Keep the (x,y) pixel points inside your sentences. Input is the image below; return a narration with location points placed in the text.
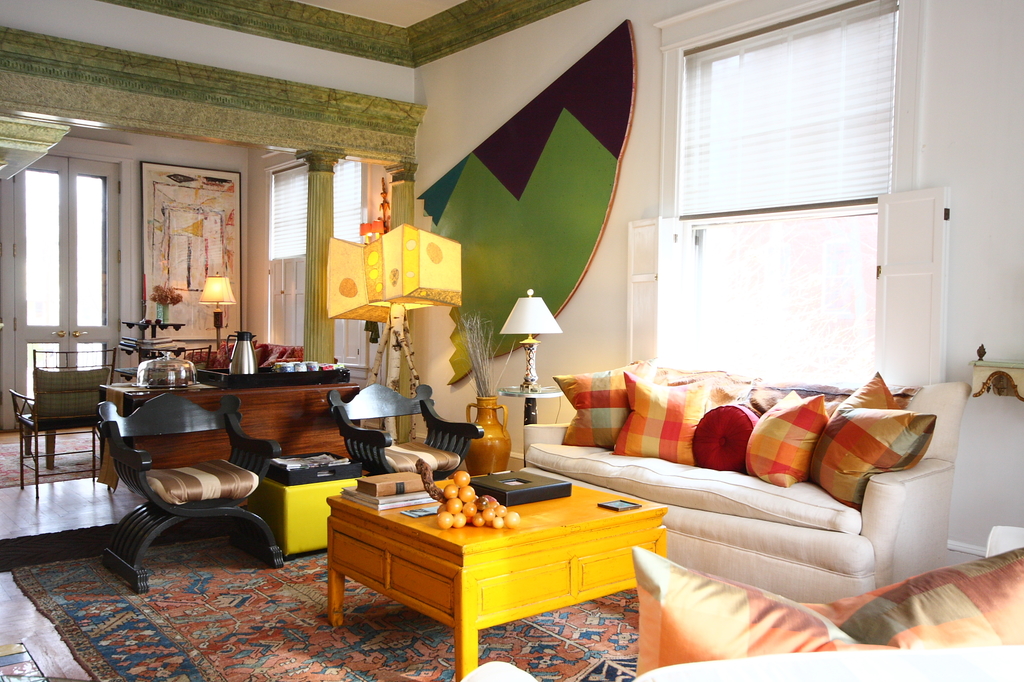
The photo is clicked inside a room (325,544). In the room (343,429) there are sofa set (689,467), chairs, table (375,535) on the table (382,518) there are books (381,494), statues (465,507), flower pot (502,431). On the side tables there are lamps (534,331). There is a window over here, on the floor (276,612) there is carpet (168,624). There is a portrait (205,320) over here, there are doors (63,246) over here. On a tray (268,372) there are jug (253,372), cups (294,368).
